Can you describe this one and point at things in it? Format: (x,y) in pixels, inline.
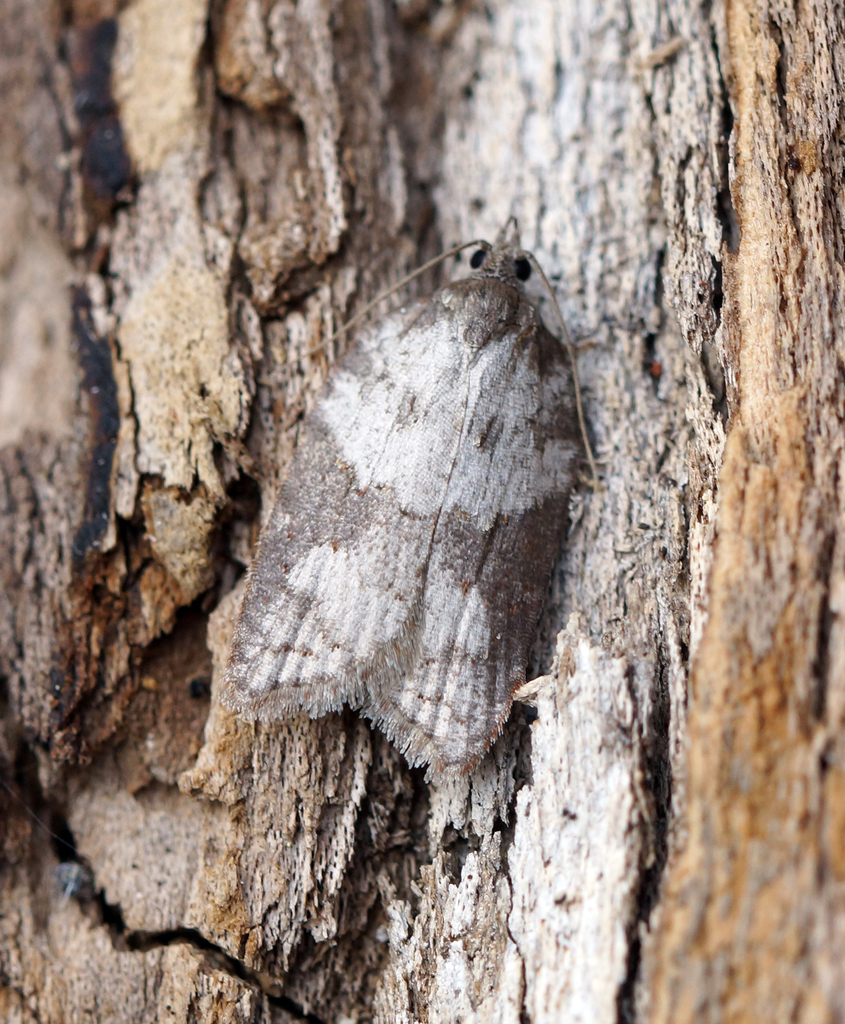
As we can see in the image there is a tree stem (636,501) and an insect (415,398).
